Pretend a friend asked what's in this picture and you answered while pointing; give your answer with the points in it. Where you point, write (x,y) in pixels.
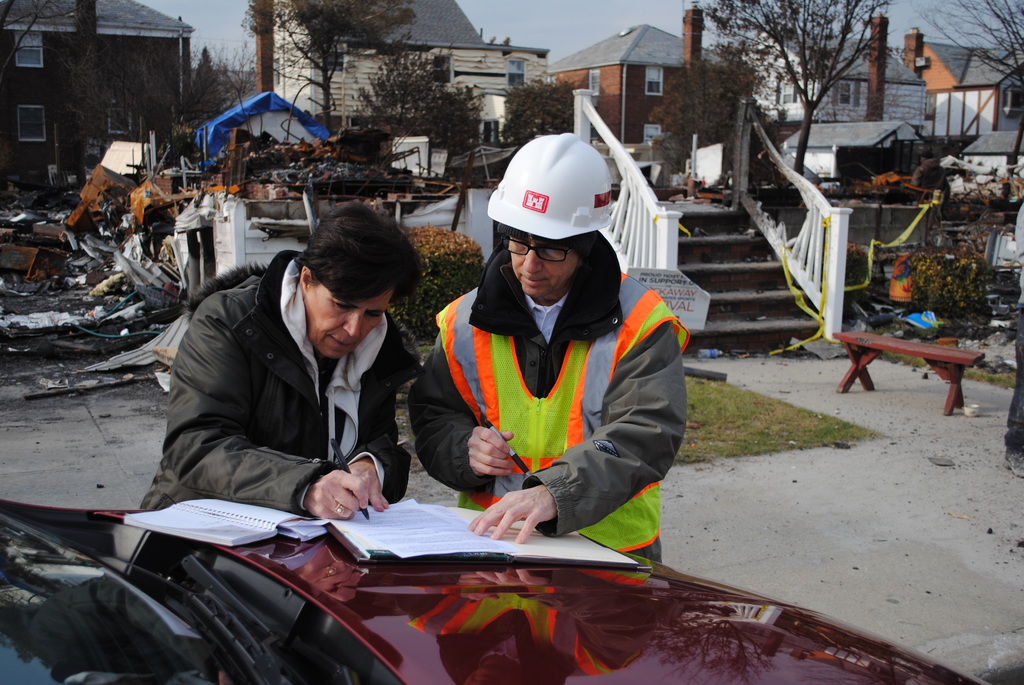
This image consists of two persons (576,502). On the left (273,380), the person (273,380) is wearing a black jacket (275,475) and writing. At the bottom (428,647), there is a car (518,672). In the background (350,10), there are many houses (522,55) and trees (434,135). And we can see a dump (396,190) behind the persons (614,298). On the right (861,359), there is a bench (866,347). At the top (528,13), there is a sky (507,27).
